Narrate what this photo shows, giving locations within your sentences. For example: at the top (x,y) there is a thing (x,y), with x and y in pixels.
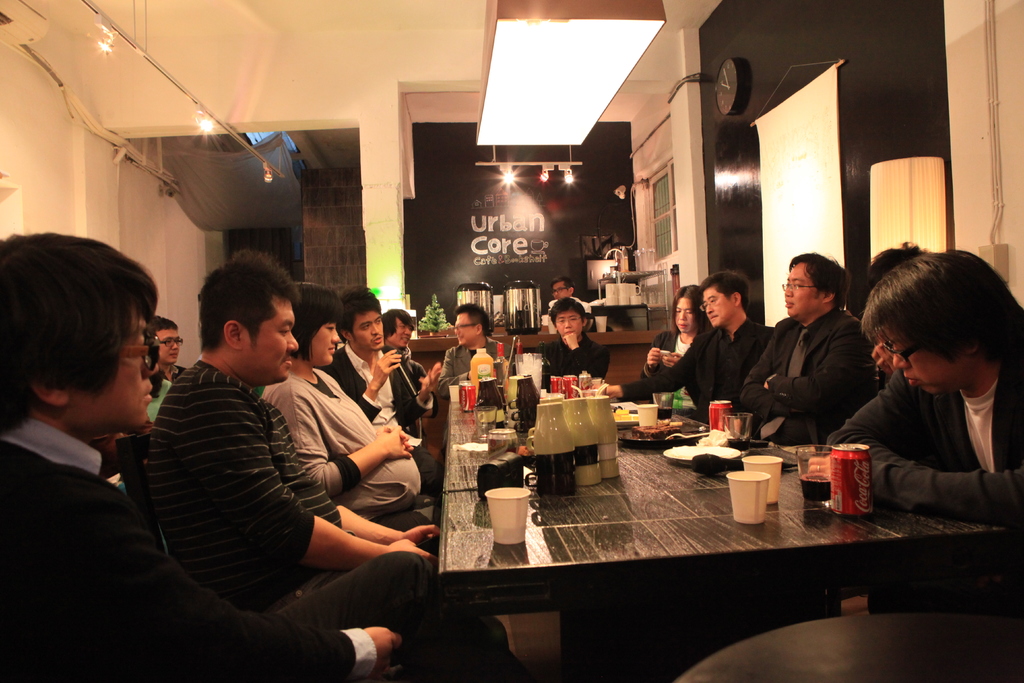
In this picture there are group of people (68,263) sitting, there is a table (596,507) in front of them which has some beverage cans (851,477), water glasses (823,479) and disposable glasses (758,473) and some food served in a plate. In the backdrop (377,88) there is a wall (477,254) and onto the ceiling (472,39) there is a light (522,106).
